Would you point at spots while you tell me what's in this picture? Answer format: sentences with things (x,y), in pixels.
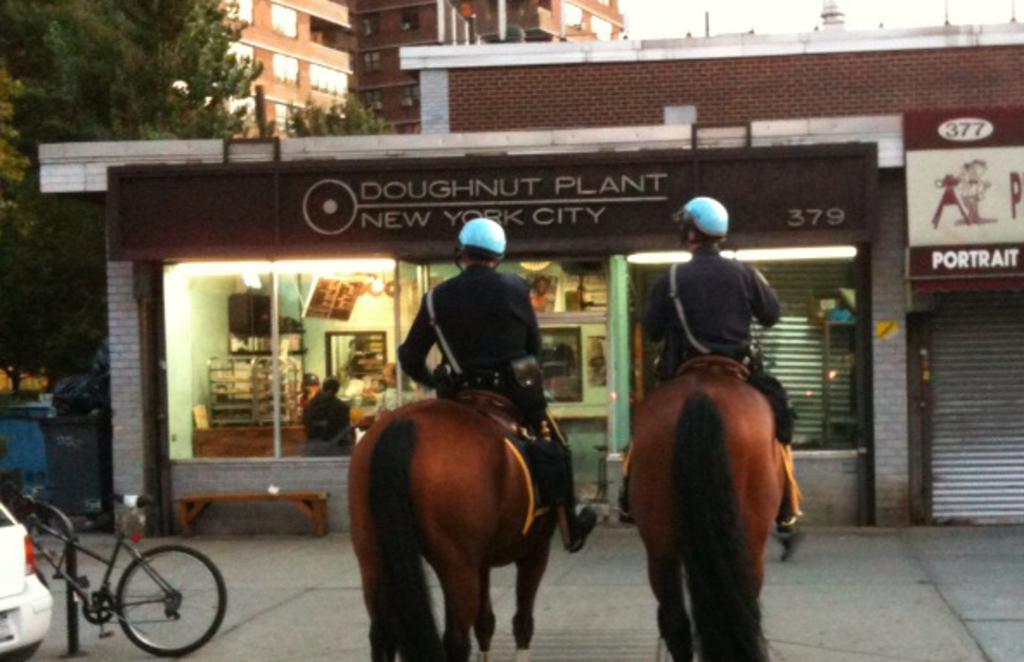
In the image there are two persons (715,303) sitting on horses (707,455) and on left side (53,563) there is a cycle (151,571) on footpath (78,623) beside a car (28,593) and in the front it seems to be a doughnut shop (522,260) and behind it there is building (346,49) and a tree (179,63) on left side (129,66).
